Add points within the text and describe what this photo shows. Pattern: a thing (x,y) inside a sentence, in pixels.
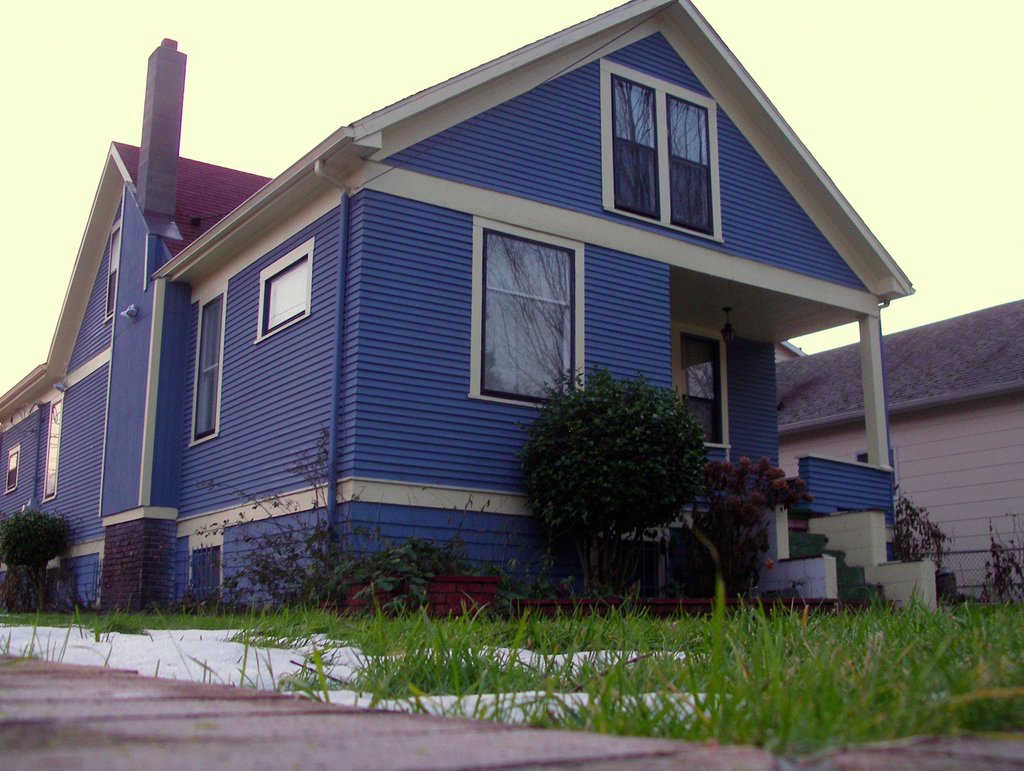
In this image we can see the roof houses (613,359), stairs (838,563), grass (818,647) and also the plants (587,538). We can also see the path (163,718). In the background (326,92) we can see the sky (953,106).
